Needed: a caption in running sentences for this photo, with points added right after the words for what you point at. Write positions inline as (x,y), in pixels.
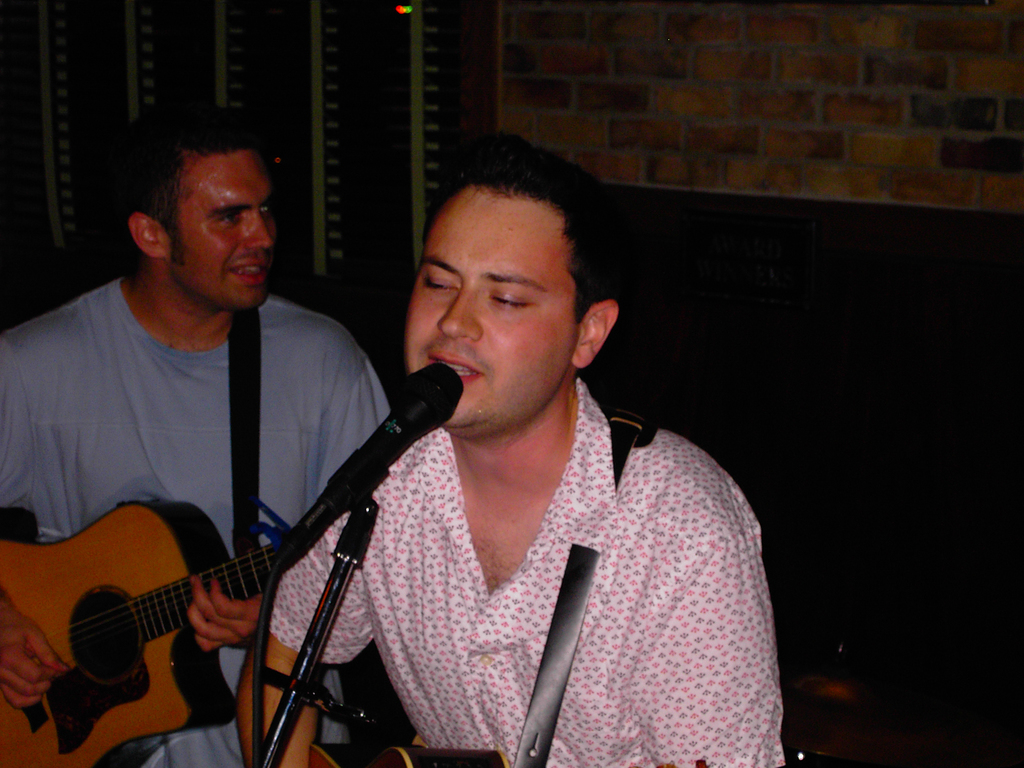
This is picture inside the room (291,205). There are two persons (469,233) standing and playing guitar (62,552) and singing. At the front (384,445) there is a microphone (368,451).
